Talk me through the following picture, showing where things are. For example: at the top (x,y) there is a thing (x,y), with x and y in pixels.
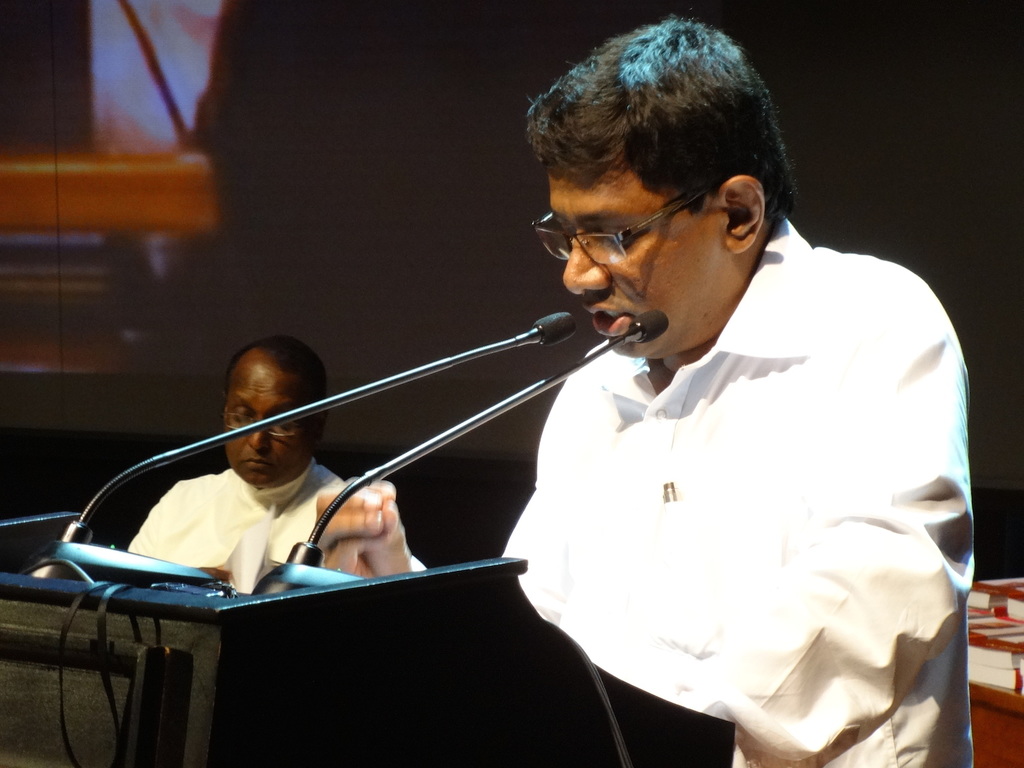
In this image we can see two persons (607,508) who are wearing white color dress (657,516) one person (231,525) is sitting on a chair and the other person (689,403) is standing behind black color wooden block (223,670) wearing specs (616,259) and there are two microphones (261,584) on it and at the background of the image (401,149) there is black color sheet (292,149).
